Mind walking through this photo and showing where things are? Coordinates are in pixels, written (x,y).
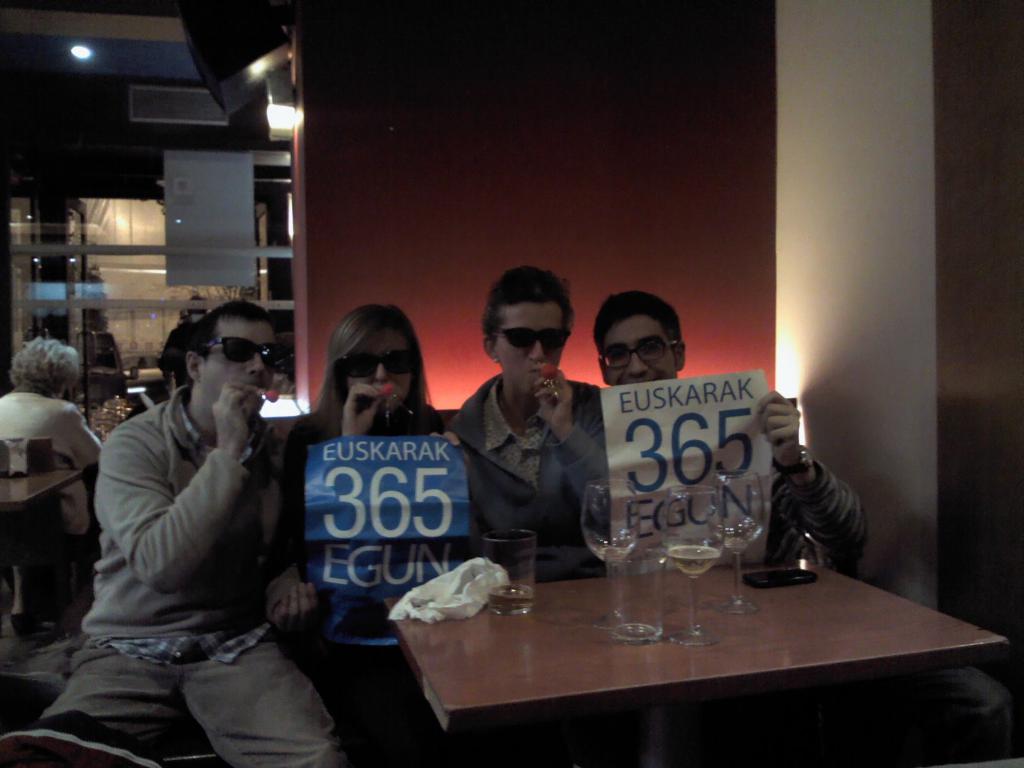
In this picture there are four person (194,469) sitting on a couch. This woman (410,400) and man (629,350) holding a poster (440,481). In-front of them there is a table (801,635). On that table (787,636) there are five glasses (671,527), a black mobile (763,574) and a white cloth (453,588). On the left side (43,421) there is an old woman (46,422) who is sitting on a chair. On the top left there is a light (83,56). On the right side (920,263) there is a wall (906,219) which is in white color. This three person (533,425) holding some red object (267,396) in their mouth (254,383).
